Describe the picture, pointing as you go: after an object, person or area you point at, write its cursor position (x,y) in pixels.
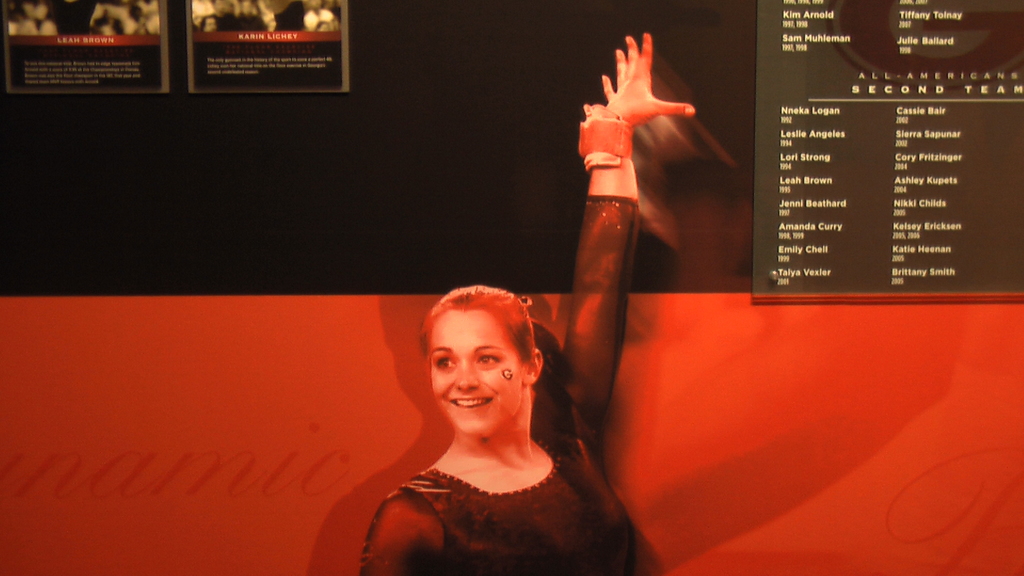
In the picture I can see a woman (627,246) wearing the black color top (442,523) and there is a smile on her face (466,316). I can see two boards (208,79) on the wall (240,97) on the top left side (253,38). I can see a board (973,145) with text (782,130) on it on the top right side (848,67).
